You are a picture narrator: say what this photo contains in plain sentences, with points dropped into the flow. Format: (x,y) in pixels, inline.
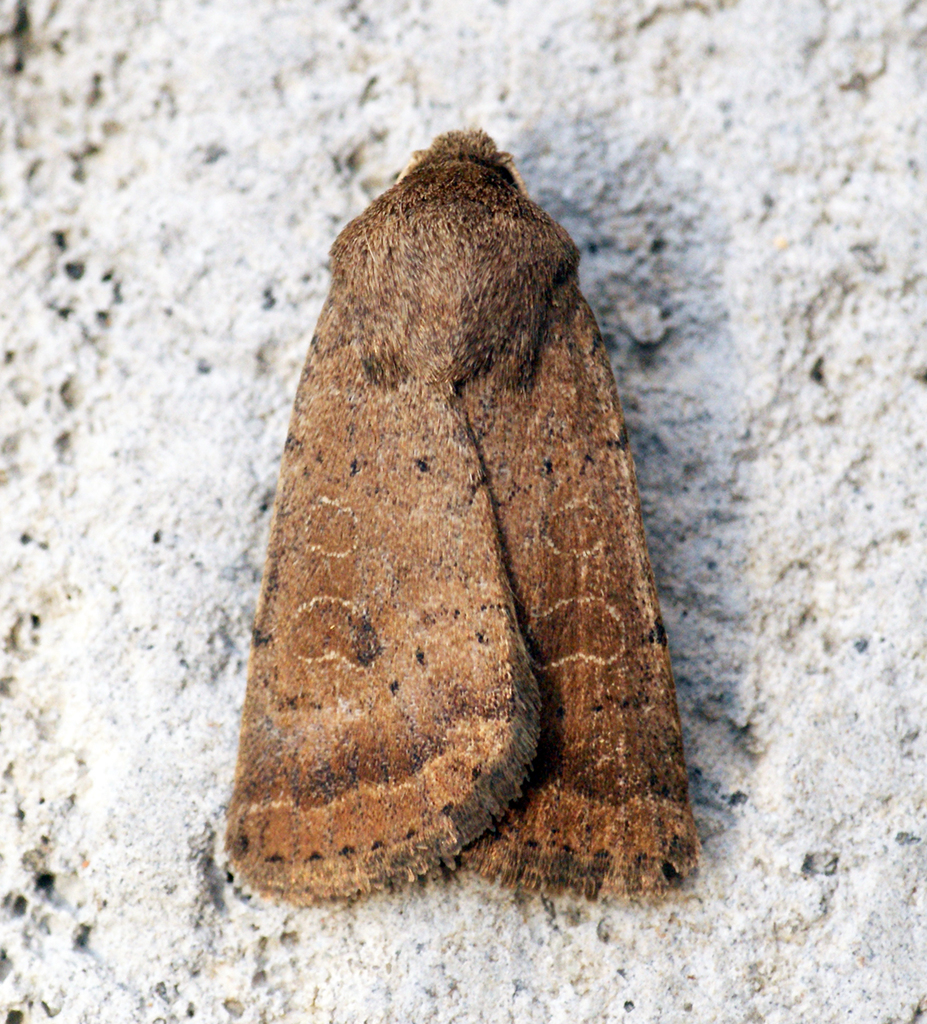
In this image I can see an insect (531,400) is on the white color surface (729,456). The insect (518,518) is in brown and black color.
